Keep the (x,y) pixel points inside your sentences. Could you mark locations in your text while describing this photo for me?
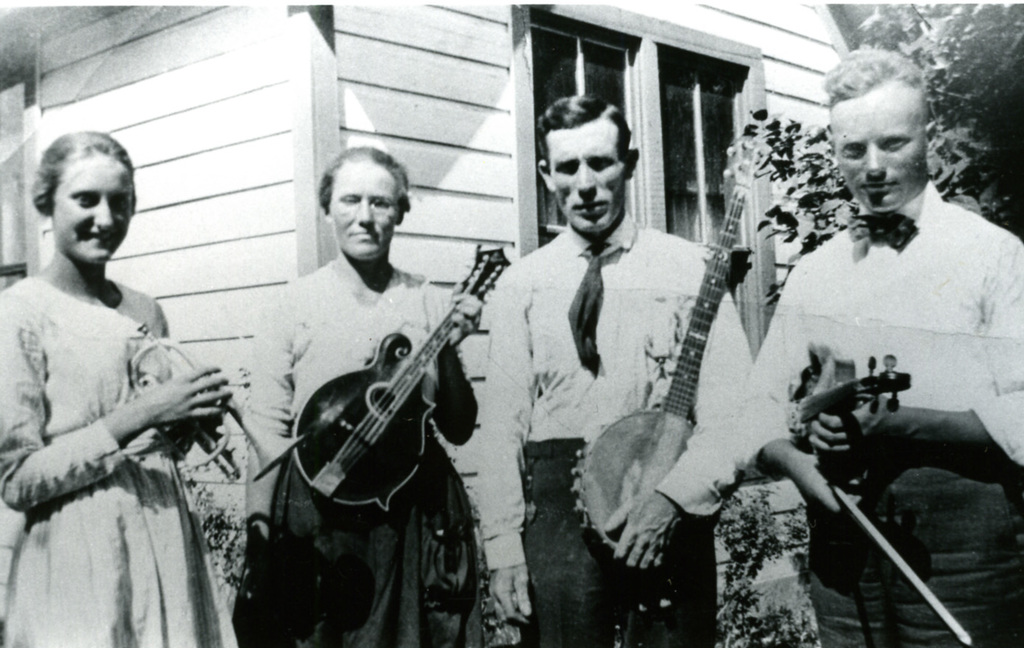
This is a old black and white picture. There are four people (653,293) standing on the floor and holding music instruments (820,408). Behind the people (546,344) there are trees (959,62), window (634,85) and house (300,125).
